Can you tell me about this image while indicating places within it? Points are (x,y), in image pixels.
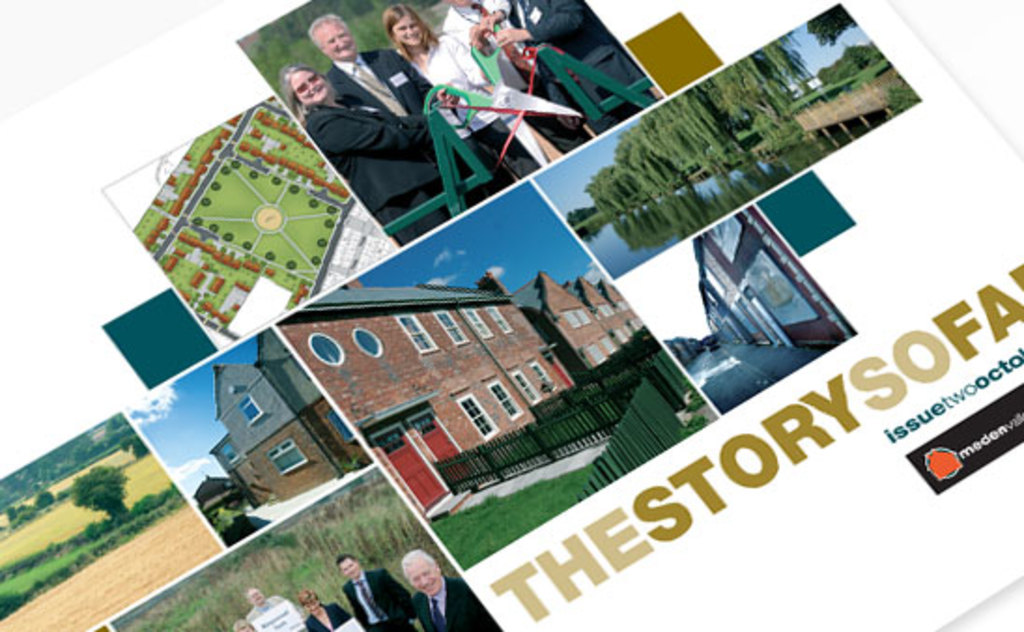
In this image I can see there is a collage of images and there are images of trees (768,71), people (392,194) and there is an aerial view of fields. There is something written on it.
